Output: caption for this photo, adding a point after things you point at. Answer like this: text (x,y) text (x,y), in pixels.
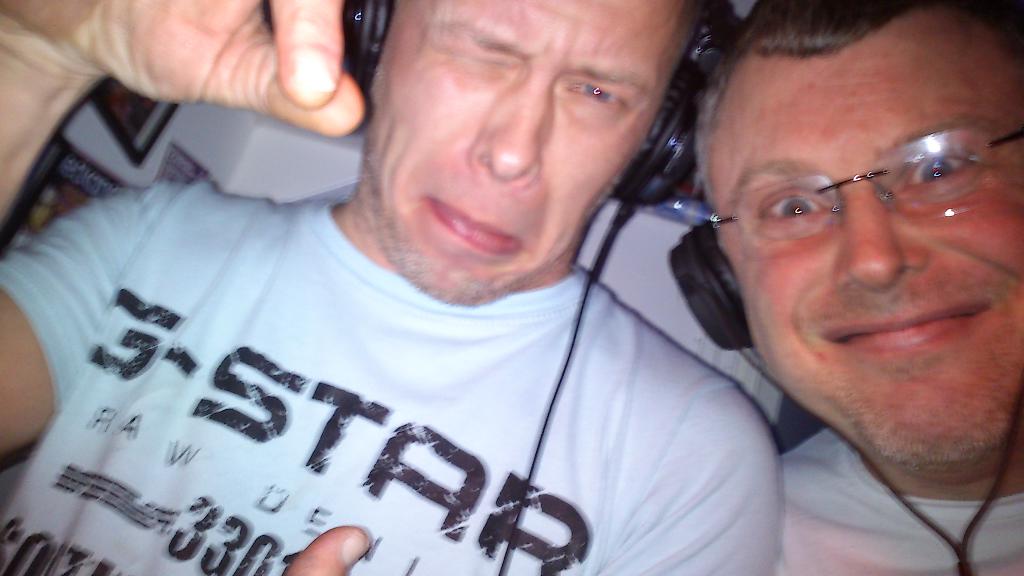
In this image I can see 2 men (652,78) wearing headsets (714,323).
